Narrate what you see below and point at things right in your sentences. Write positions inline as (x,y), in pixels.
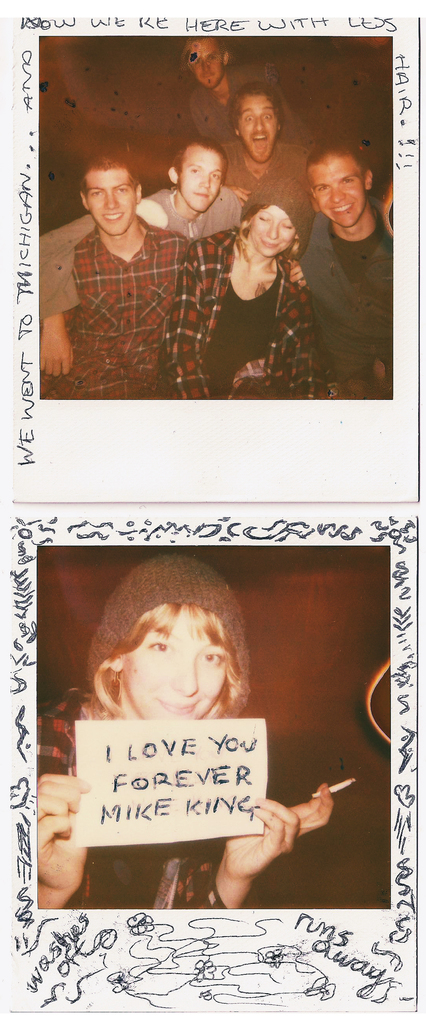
It is a collage image. On top of the image (214,310) there are a few people (204,272) wearing a smile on their faces (257,234). There is some text (21,296) on the image. At the bottom of the image (54,796) there is a person (238,697) holding the paper (217,754) and a cigarette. On the paper (203,784) there is some text (179,774). There is some text (106,938) on the image.
